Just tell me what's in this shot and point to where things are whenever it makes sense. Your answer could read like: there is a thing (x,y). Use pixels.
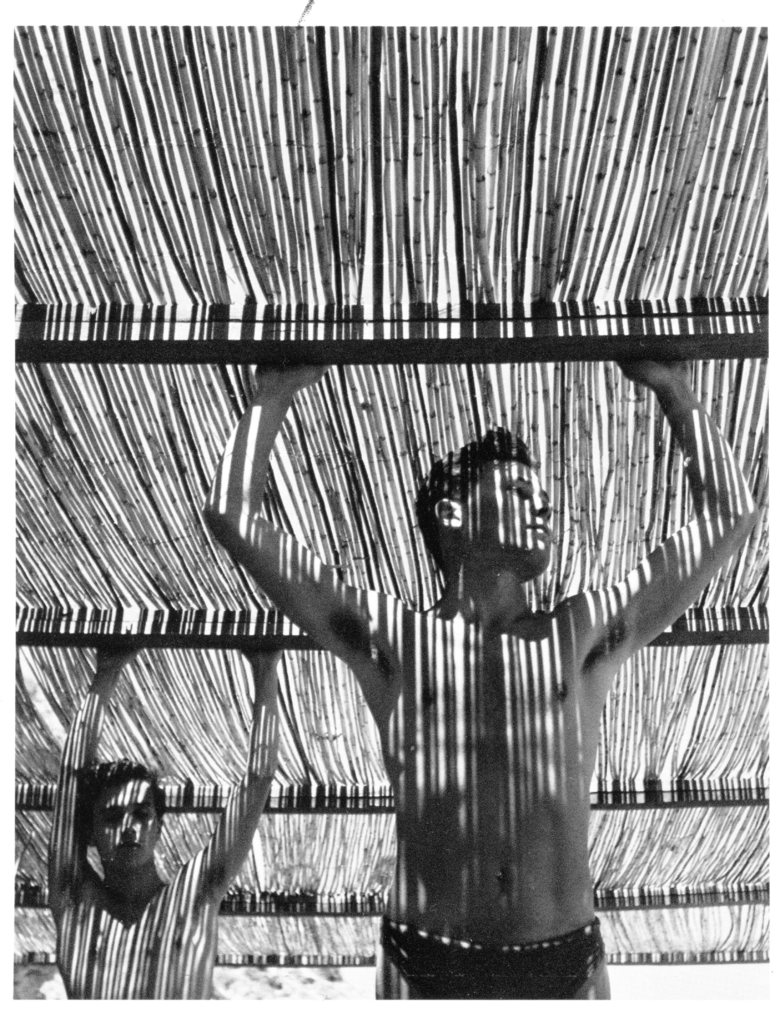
This is a black and white picture, there are two men (148,962) without shirt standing under a grilled fence (239,263).
